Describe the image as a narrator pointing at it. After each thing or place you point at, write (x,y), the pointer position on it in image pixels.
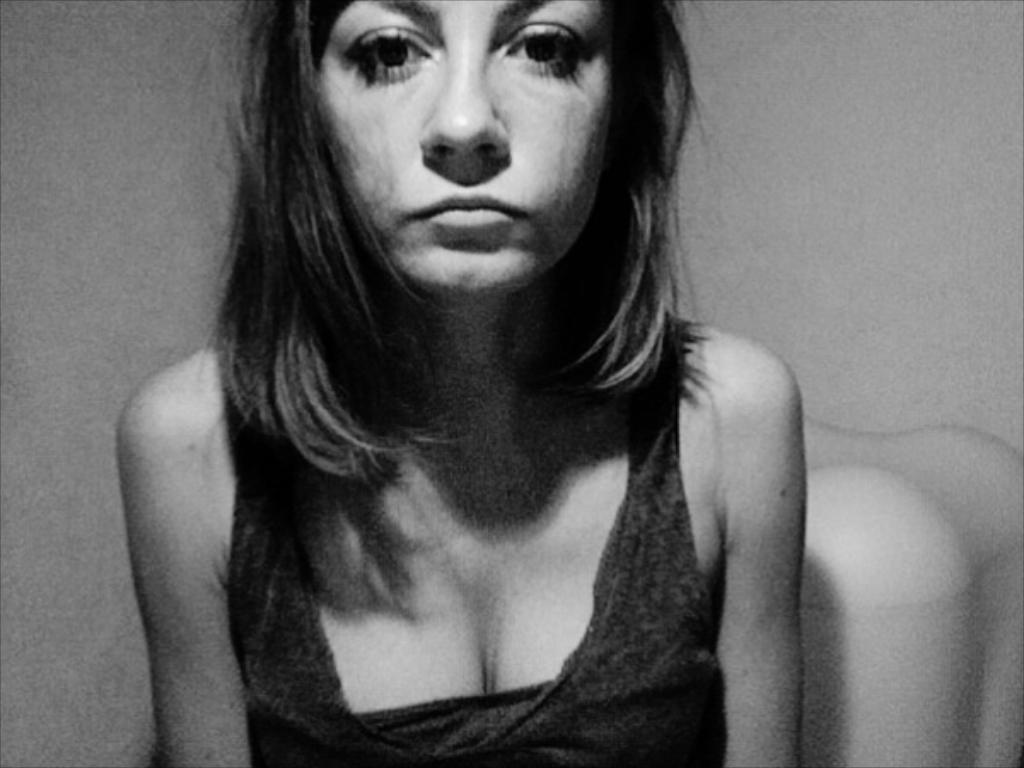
In the picture there is a woman (512,83), behind the woman (574,235) there may be a wall (61,671).
